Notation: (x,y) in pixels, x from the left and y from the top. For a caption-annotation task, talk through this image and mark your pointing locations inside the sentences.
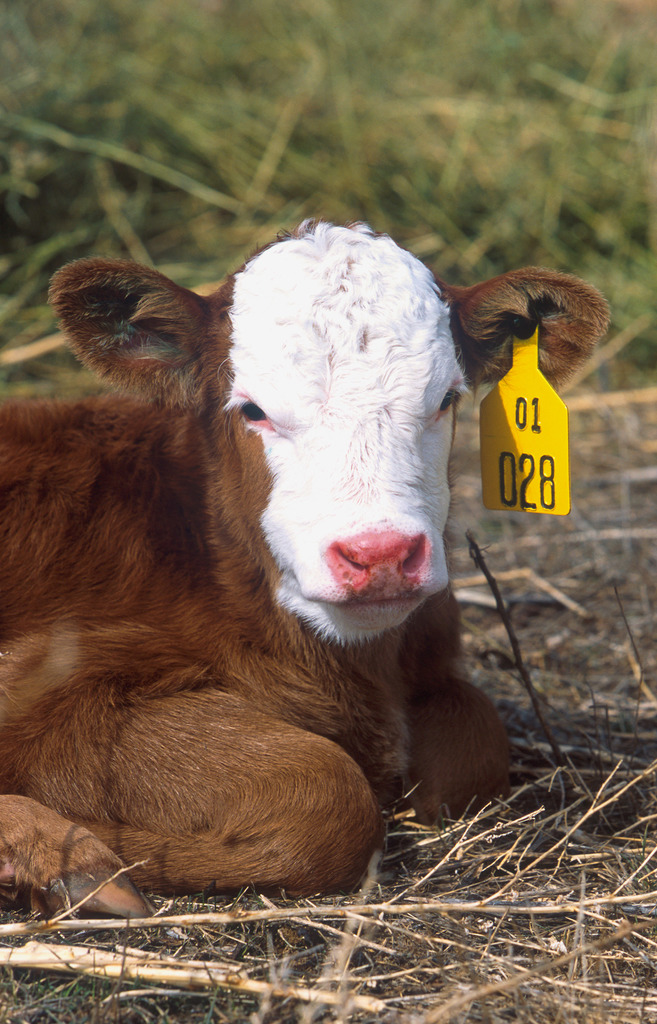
In the center of the image (275,399) there is a cow (160,431) on the ground (267,921). In the background (451,235) we can see grass (286,65).
